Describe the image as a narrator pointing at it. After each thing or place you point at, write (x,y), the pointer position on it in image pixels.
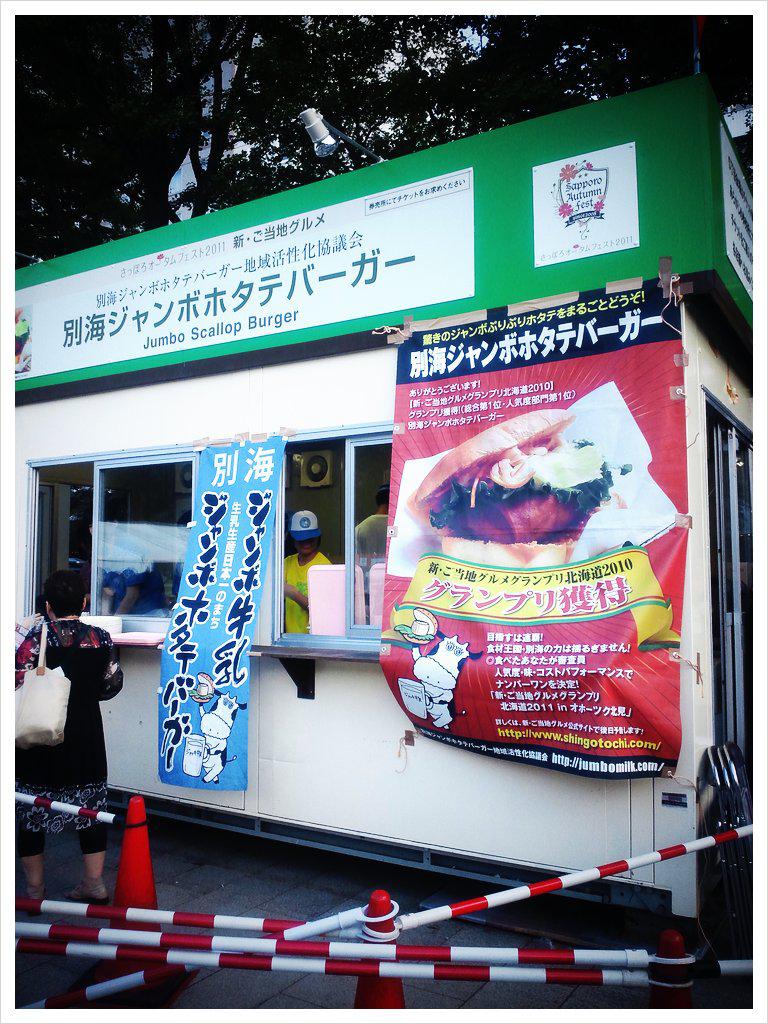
There are traffic cones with poles (311,928). There is a lady (72,636) wearing a bag (58,697). Also there is a shop (276,303) with banners (274,545), windows (361,608). In the background (288,97) there are trees (304,91). On the shop (300,503) there is a light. Inside the shop (350,607) there is a person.
